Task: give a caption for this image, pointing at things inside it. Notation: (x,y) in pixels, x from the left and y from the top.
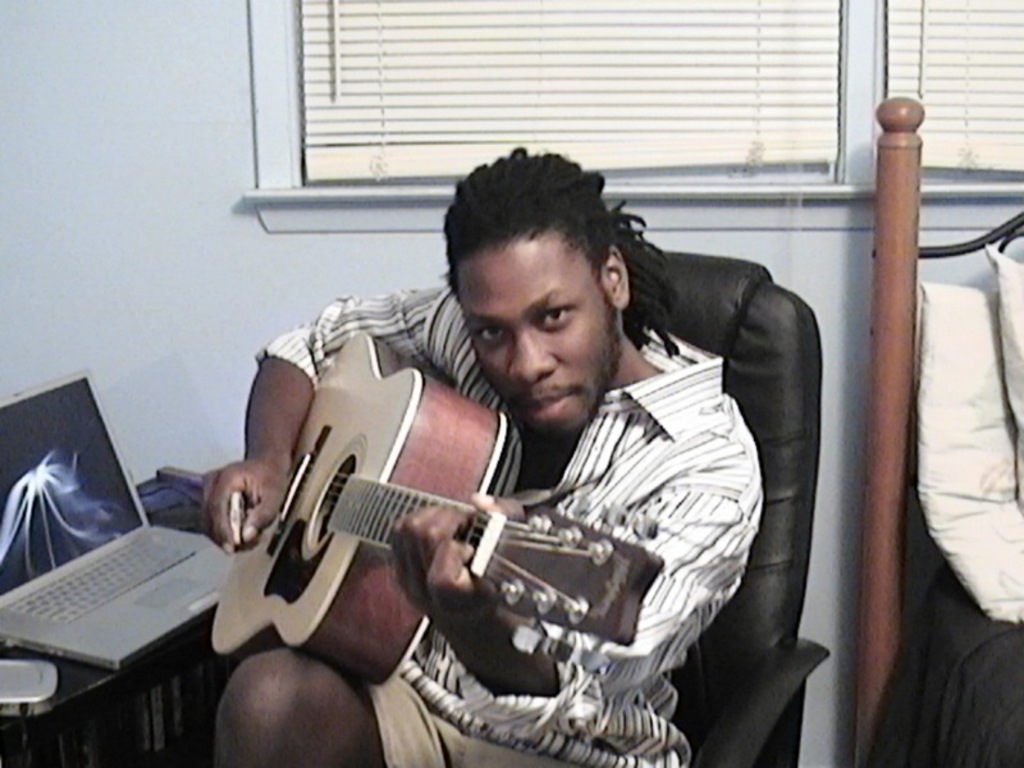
The image looks like it is clicked inside a room (205,729). There is man (292,352) sitting and playing the guitar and also facing the camera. To the left (68,539), there is a laptop (63,599). To the right (915,463), there is a cot (951,571) and bed (1014,397). In the background (335,138) there is a window (626,152) and window blind (374,46).
